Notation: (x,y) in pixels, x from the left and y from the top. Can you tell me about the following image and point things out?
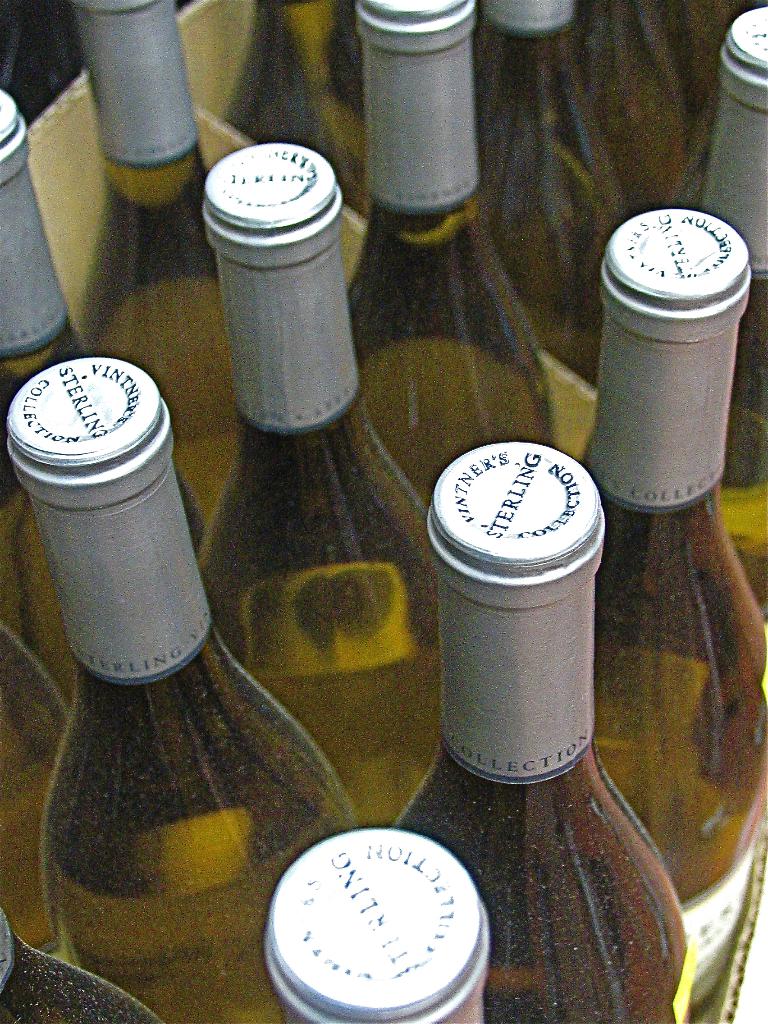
In this image there are a few bottles (398,174) are arranged in a carton box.
